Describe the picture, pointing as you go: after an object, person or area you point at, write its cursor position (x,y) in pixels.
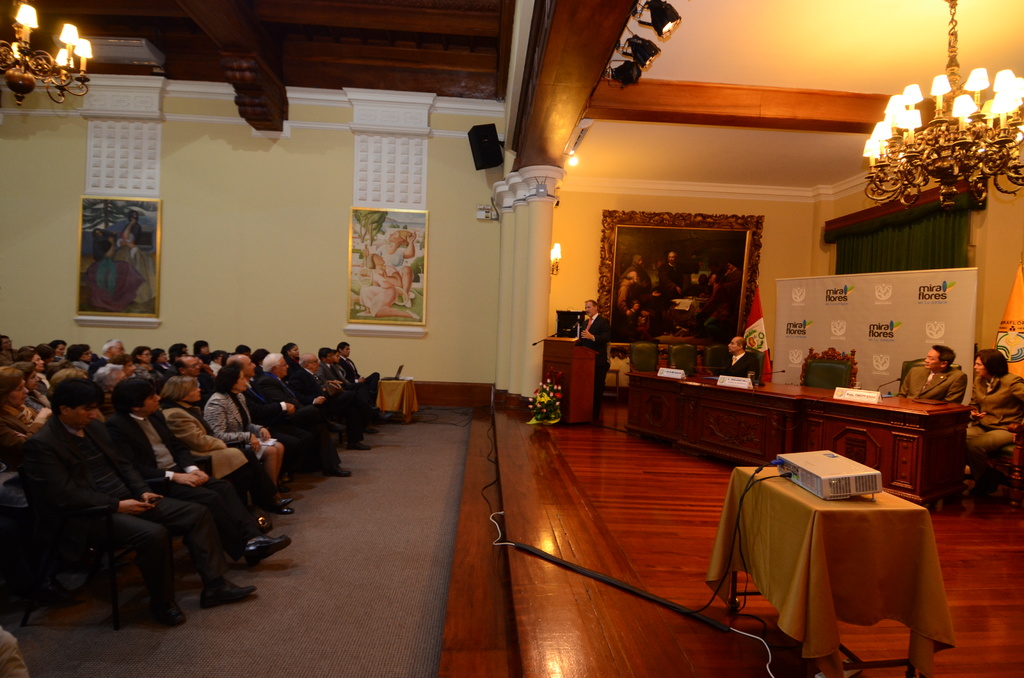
this picture shows a meeting Hall (473,474) we see people (17,667) seated on the chairs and we see a person (591,330) speaking at a podium (566,341) with the help of a microphone (578,330) and we see a projector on the table (817,516) and a chandelier light (1023,124) on the top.
